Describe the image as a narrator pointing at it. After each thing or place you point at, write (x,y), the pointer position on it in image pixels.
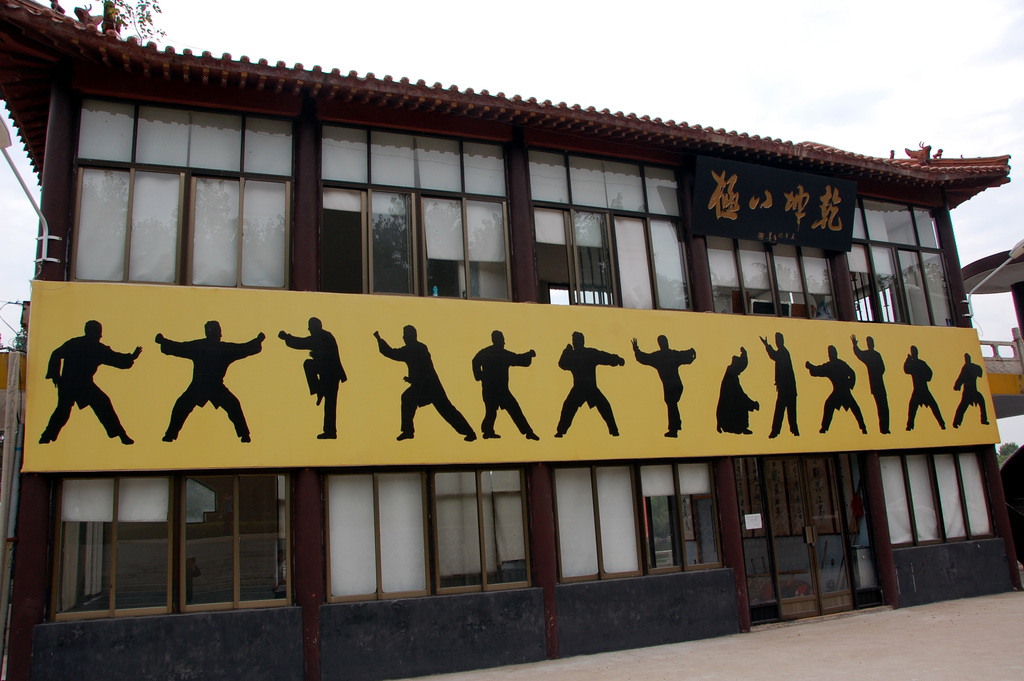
In this image there is a building (701,585), boards (706,371), sky (769,21) and objects (998,369). Something is written on the blackboard (793,202). On the yellow board (436,316) I can see people (83,354) in different positions.
